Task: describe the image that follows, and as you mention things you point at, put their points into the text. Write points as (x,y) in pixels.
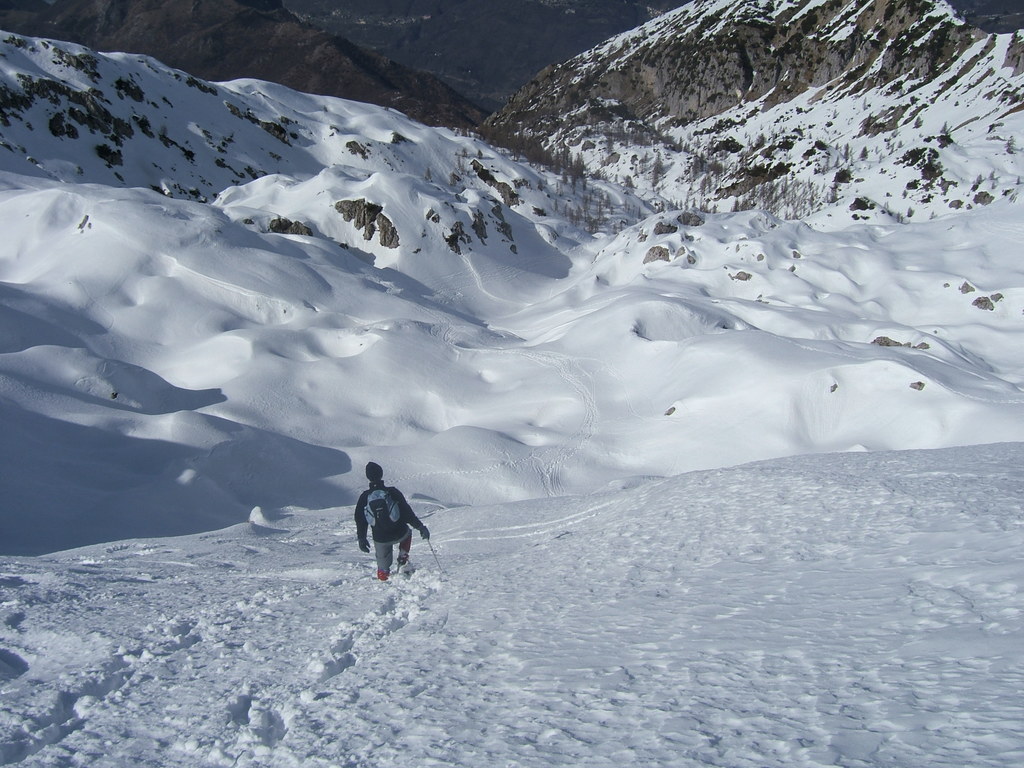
In this image we can see a person (377,559) walking in snow (370,539), wearing a jacket (394,530) and a backpack (378,516). In the background of the image (441,179) there are mountains (523,193), trees (777,183) and snow (393,319).
